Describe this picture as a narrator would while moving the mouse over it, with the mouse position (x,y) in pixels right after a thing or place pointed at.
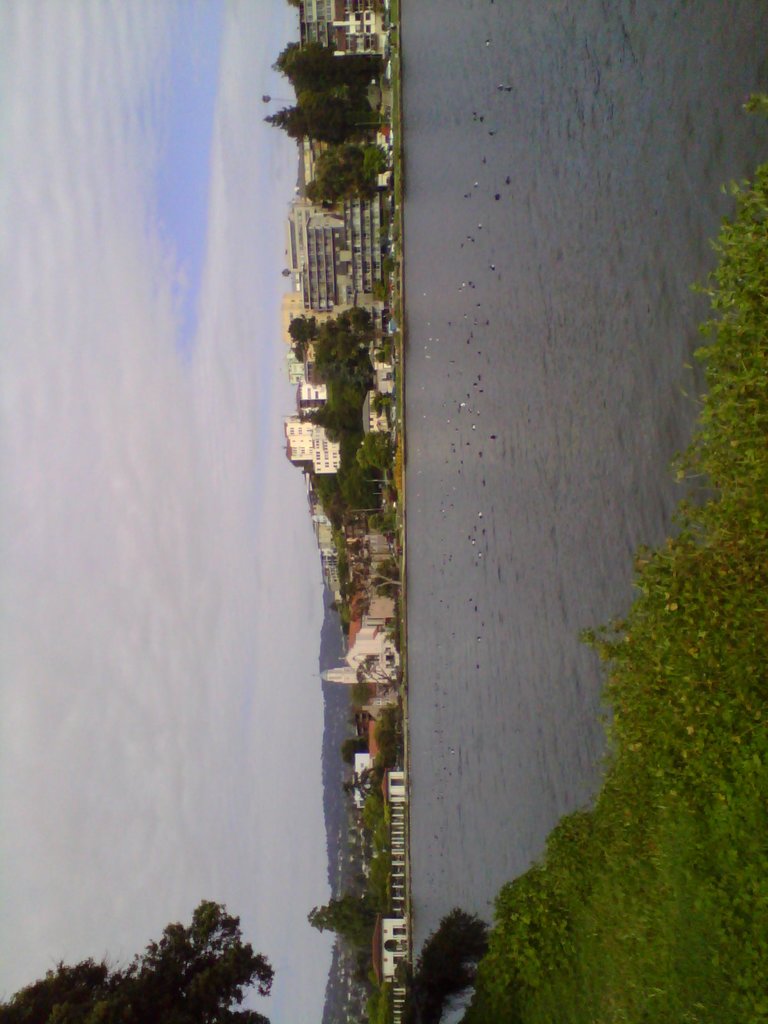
These are the buildings (333,244) with the windows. I can see the trees (342,515). This is the grass (644,791). I think these are the birds (477,333) flying. Here is the water (554,480). This is the sky (173,253).
